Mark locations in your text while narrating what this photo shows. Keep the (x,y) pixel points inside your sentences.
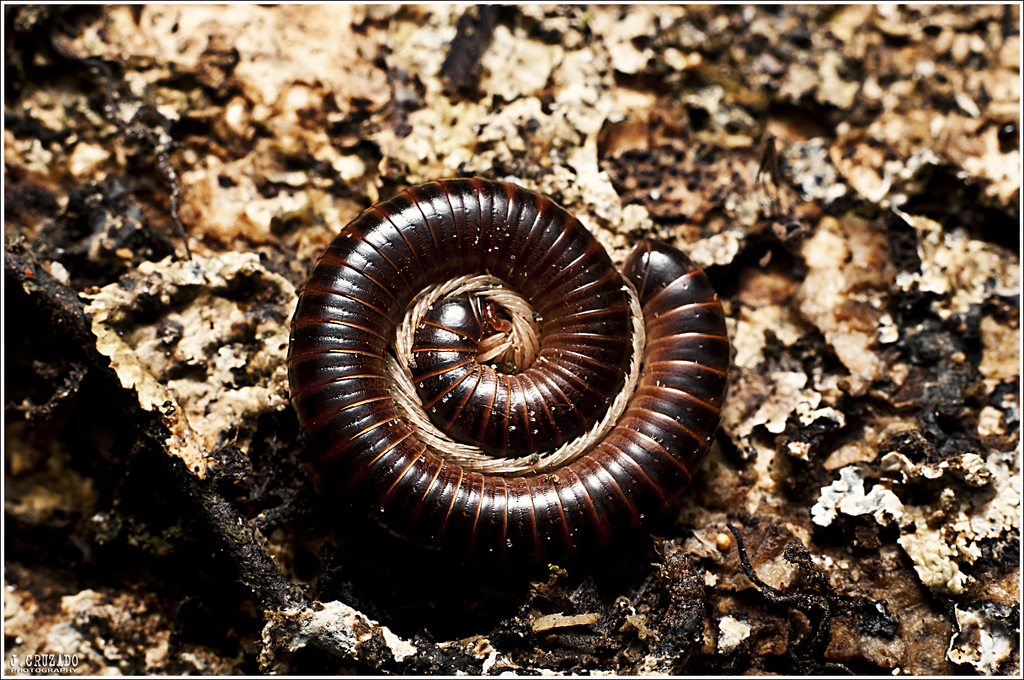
In this image we can see an animal (496,295) on the ground (943,511).
